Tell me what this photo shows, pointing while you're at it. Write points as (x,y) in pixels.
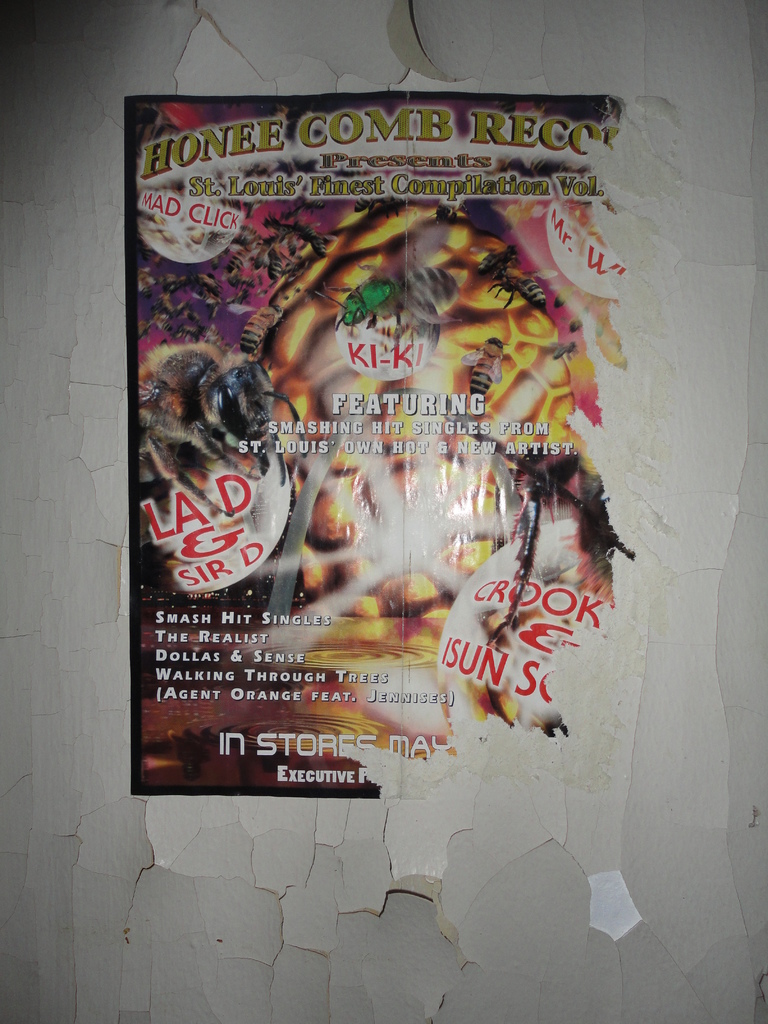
In this image there is a poster (173,139) sticked on the wall (76,668). There are pictures (215,333) and text (248,692) on the poster (291,697). There are cracks (282,931) on the wall (381,37).
